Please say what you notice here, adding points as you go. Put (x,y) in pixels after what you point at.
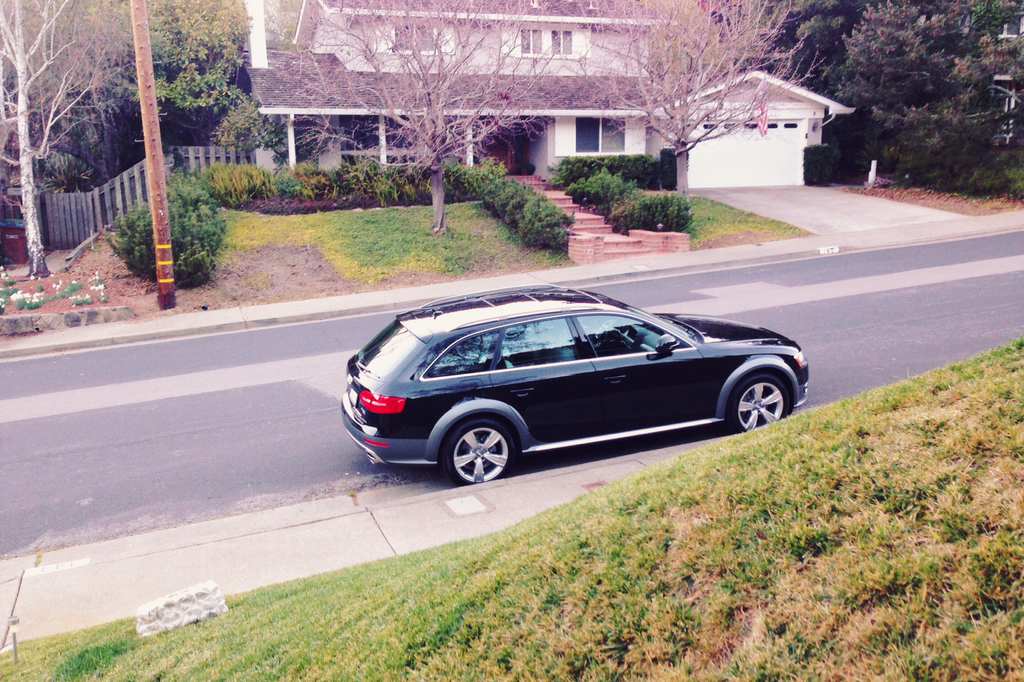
In this picture we can see car (439,429) on the road (297,398), side we can see grass (377,238), trees (434,202), plants (505,205) and houses (350,99).
